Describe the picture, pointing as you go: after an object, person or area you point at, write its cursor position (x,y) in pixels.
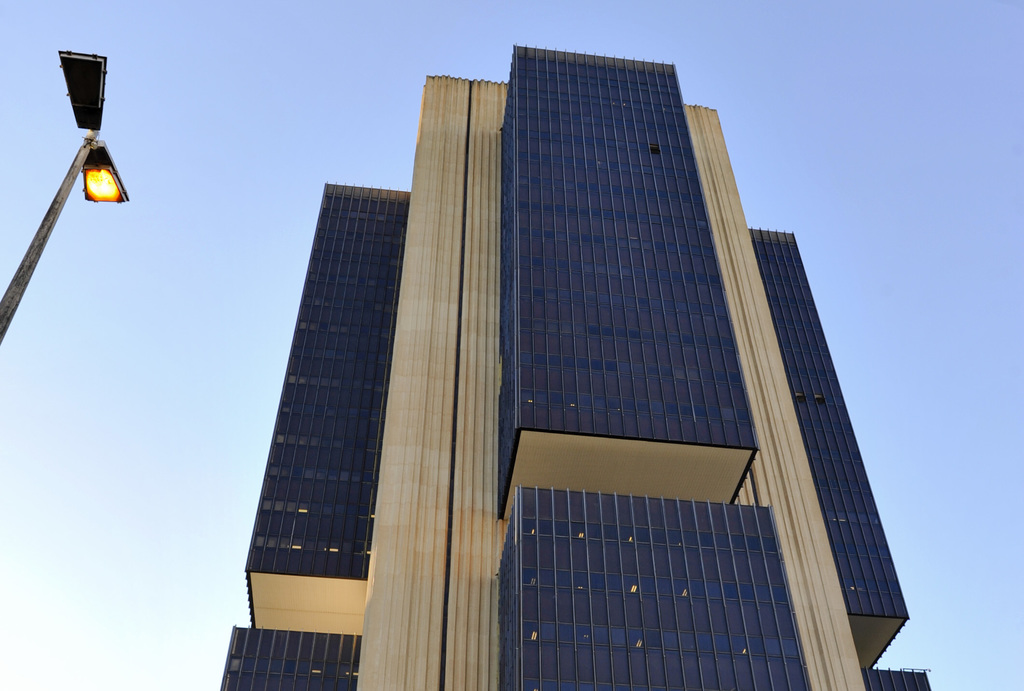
This picture is clicked outside. On the left (97,101) we can see the lamps (100,152) attached to the pole (3,299). In the center (573,451) we can see the building (562,372). In the background (921,296) we can see the sky (889,168).
